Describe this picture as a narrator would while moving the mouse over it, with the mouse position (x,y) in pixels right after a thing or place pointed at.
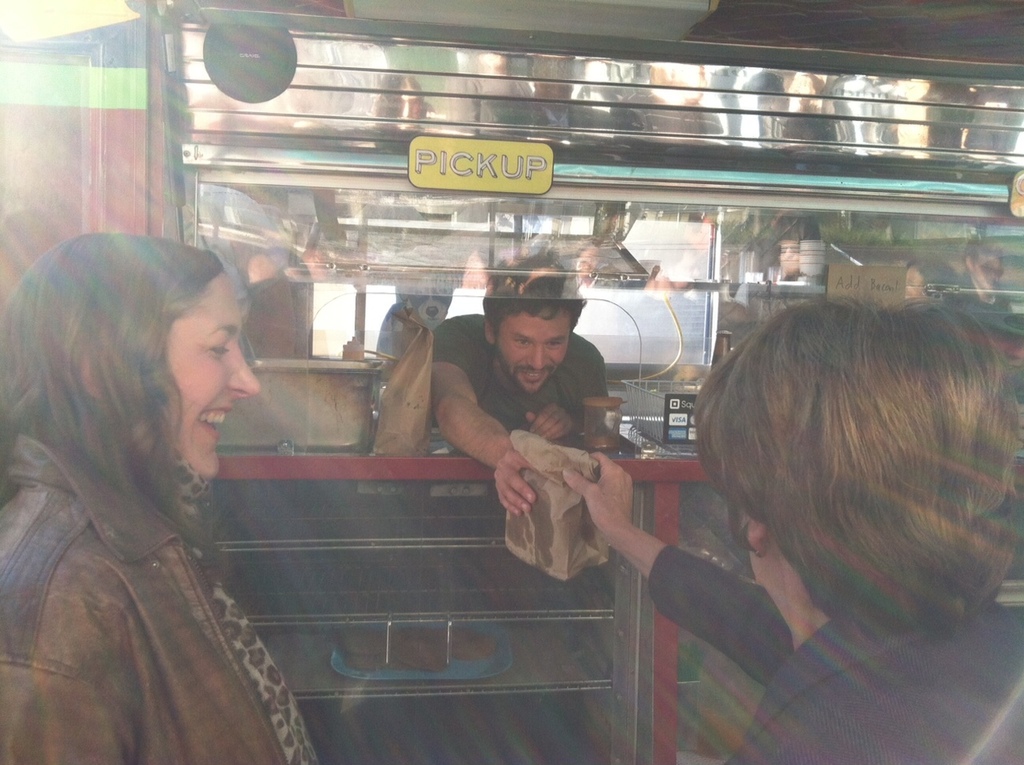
In this image we can see persons (527,381) standing and one of them (730,622) is holding a paper cover (573,524) in the hands (599,522). In the background (608,254) we can see a food truck (508,231) and information boards (454,153).
